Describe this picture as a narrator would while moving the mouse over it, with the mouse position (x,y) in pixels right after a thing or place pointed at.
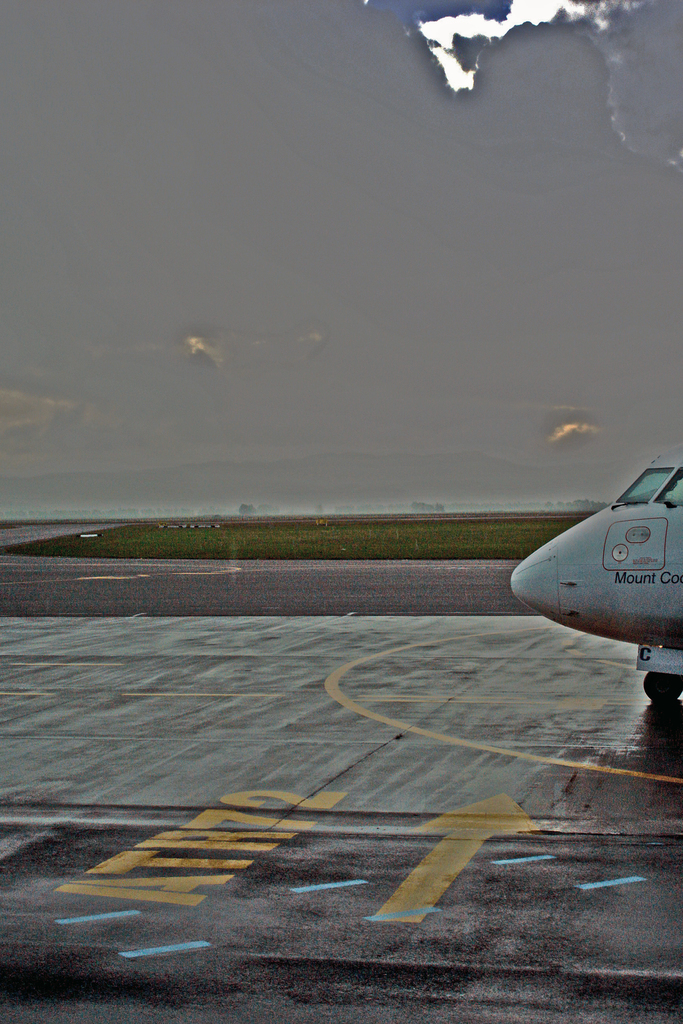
In this image I can see an aircraft (528,597) on the road (356,737). In the background (340,556) I can see the grass (252,534), clouds (402,242) and the sky (416,70).
